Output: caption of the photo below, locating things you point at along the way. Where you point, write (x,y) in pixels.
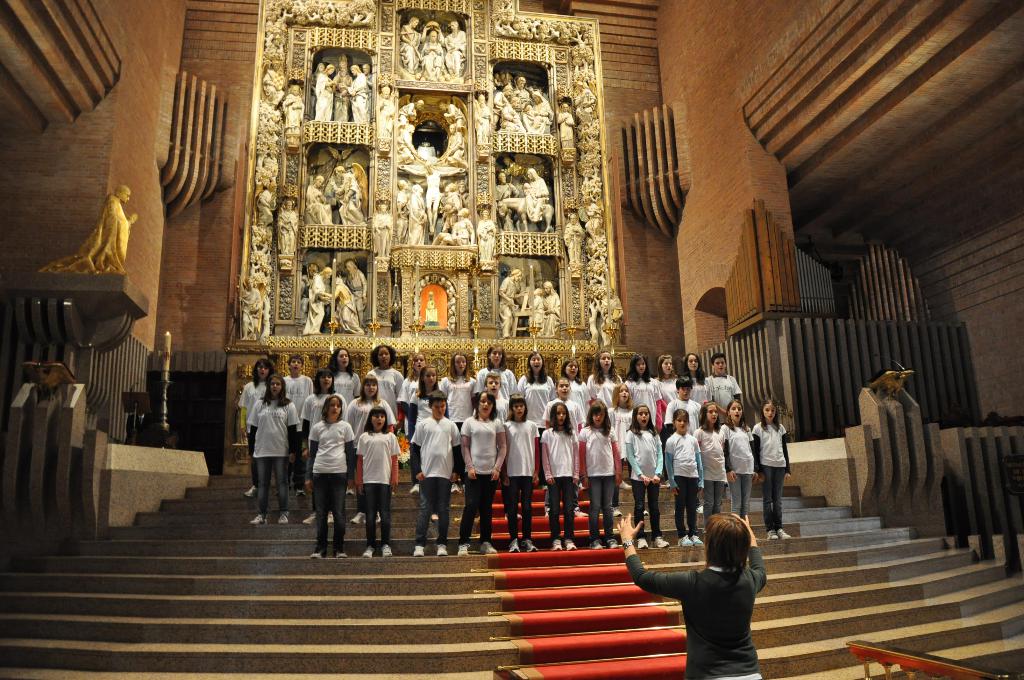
In this picture I can see a woman (731,588) in front (709,604) who is standing and in the middle of this picture (554,429) I see the stairs (923,560) on which there are number of people (454,401). In the background (508,218) I see the walls (159,290) and number of sculptures (391,129).
